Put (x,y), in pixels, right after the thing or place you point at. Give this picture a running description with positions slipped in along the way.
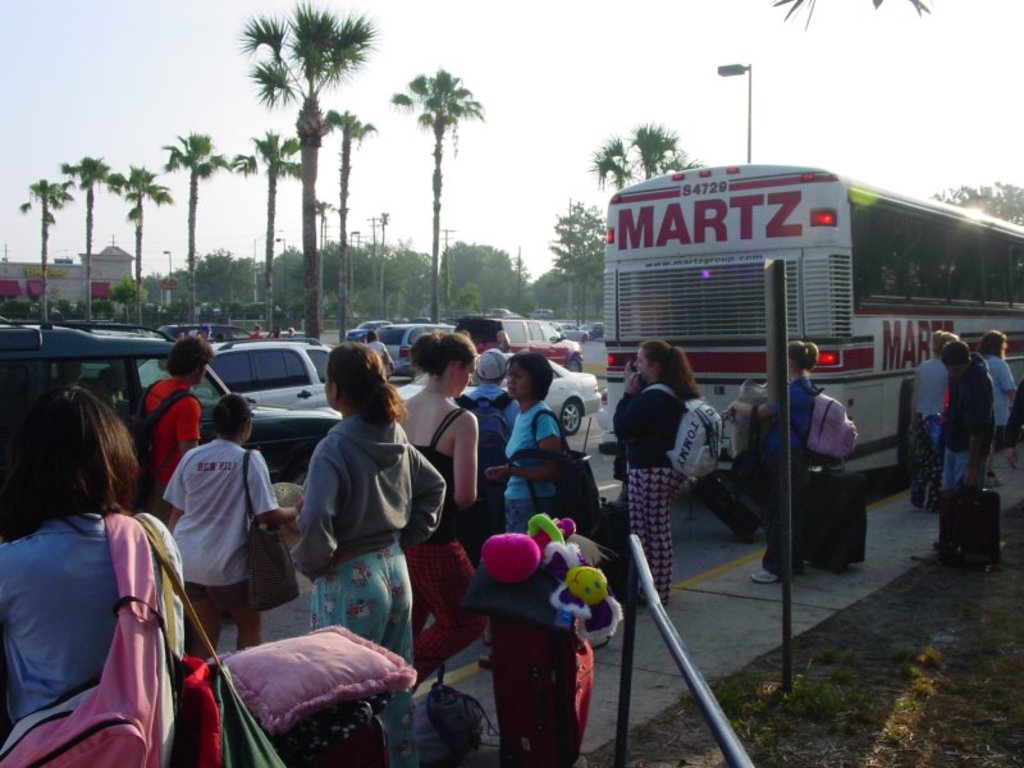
In the picture we can see some people (91,538) are standing on the path (735,644) and holding bags (250,739) and in front of them we can see some vehicles (112,353) and a bus (955,257) and far away from it we can see some trees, poles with lights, and a building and behind it we can see a sky (463,77).
